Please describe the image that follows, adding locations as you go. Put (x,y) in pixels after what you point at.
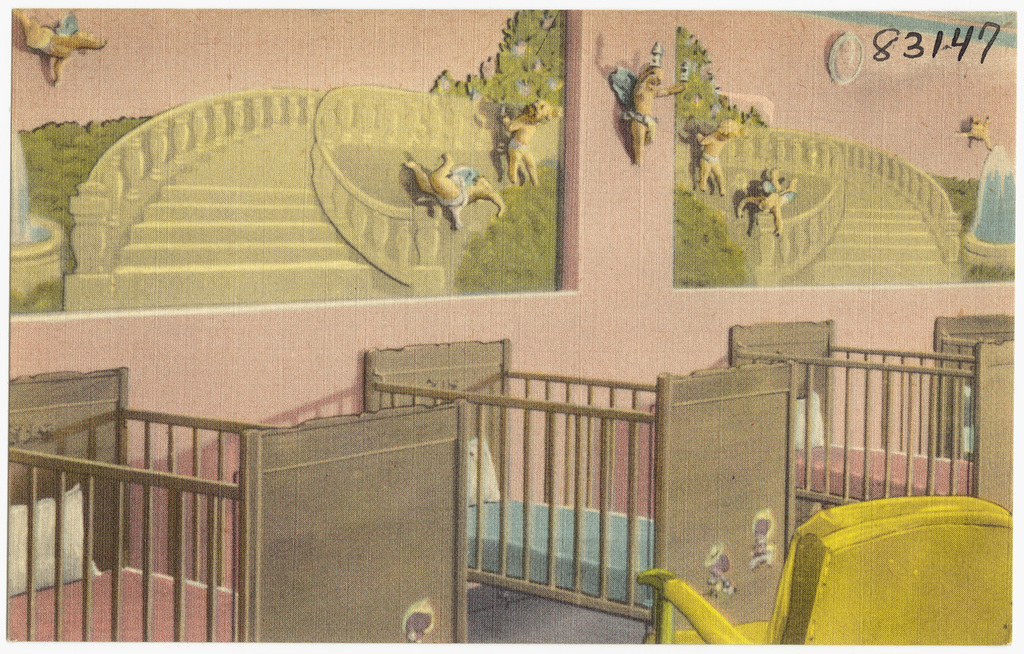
Here we can see a poster (797,439). In this poster (581,484), we can see few beds (481,555) with pillows (485,466). At the bottom (849,612), there is a yellow chair (864,614) and floor (554,622). Background (663,323) there is a wall (654,310), some sculptures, stairs (816,254), trees (685,228), water fountains (970,241). In the right top corner (924,44), we can see numerical numbers (936,50).
